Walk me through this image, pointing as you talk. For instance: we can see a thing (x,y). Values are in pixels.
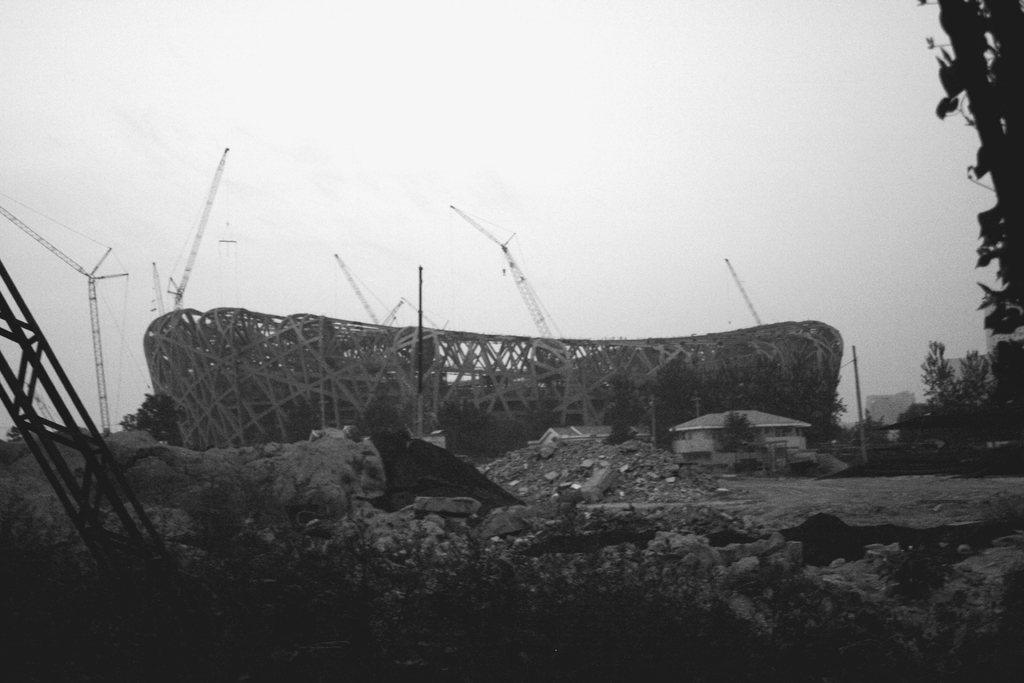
In this image I can see the black and white picture in which I can see few metal rods (23,340), the ground (901,506), few poles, few trees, a huge structure (308,397) which is made up of metal rods (241,356), few cranes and a building (797,450). In the background (91,334) I can see a building (872,398) and the sky (482,167).
